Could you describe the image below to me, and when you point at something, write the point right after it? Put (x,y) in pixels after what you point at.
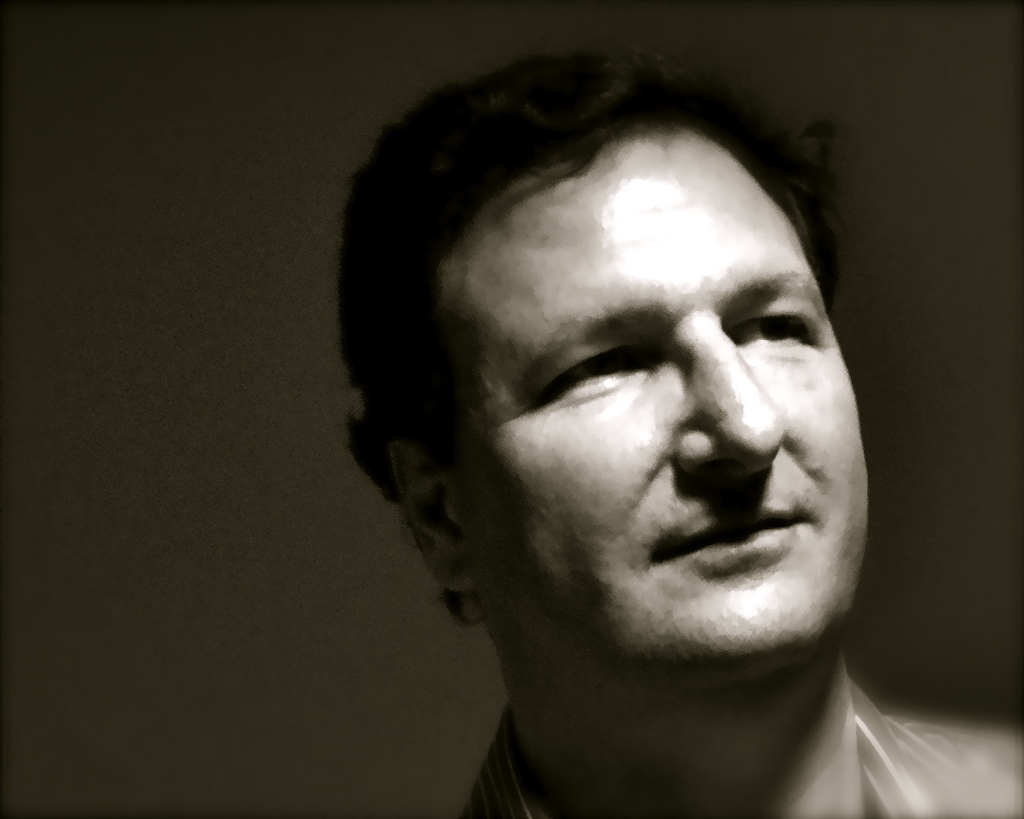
This picture shows a man (744,436) with a smile (749,521) on his face (732,521) and we see a black background (176,315).
